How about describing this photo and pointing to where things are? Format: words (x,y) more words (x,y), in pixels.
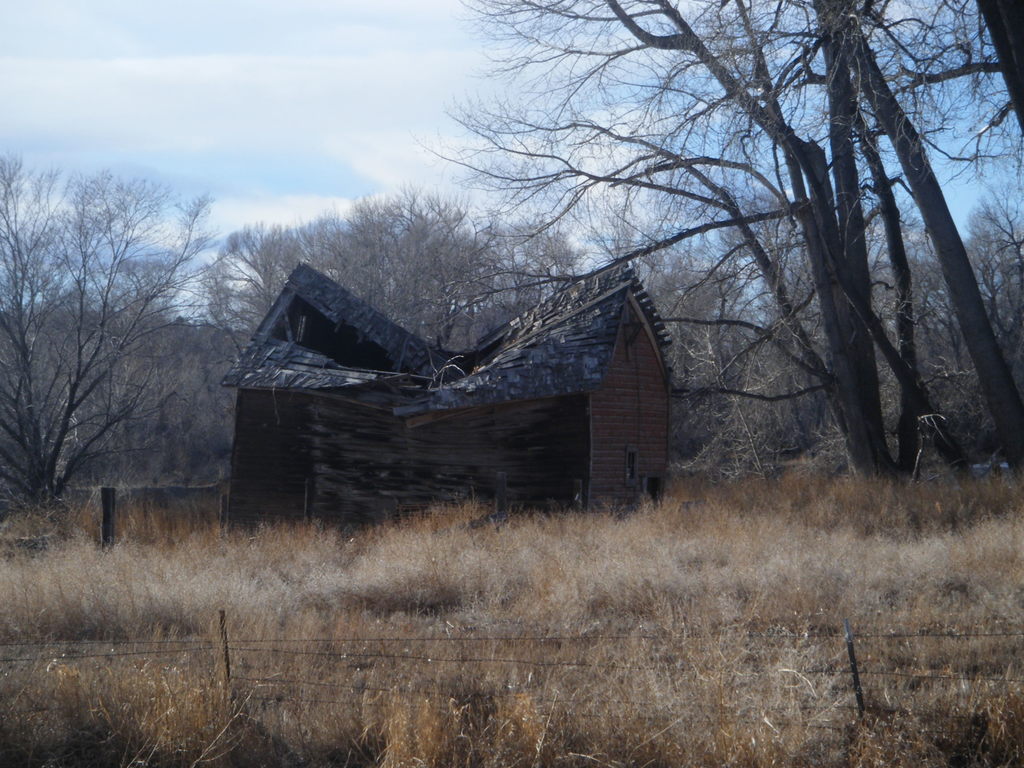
In this image we can see a shed (480,411), trees (770,272), plants (729,422), dry grass (707,559) and fences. In the background (292,136) we can see the sky (462,159).
